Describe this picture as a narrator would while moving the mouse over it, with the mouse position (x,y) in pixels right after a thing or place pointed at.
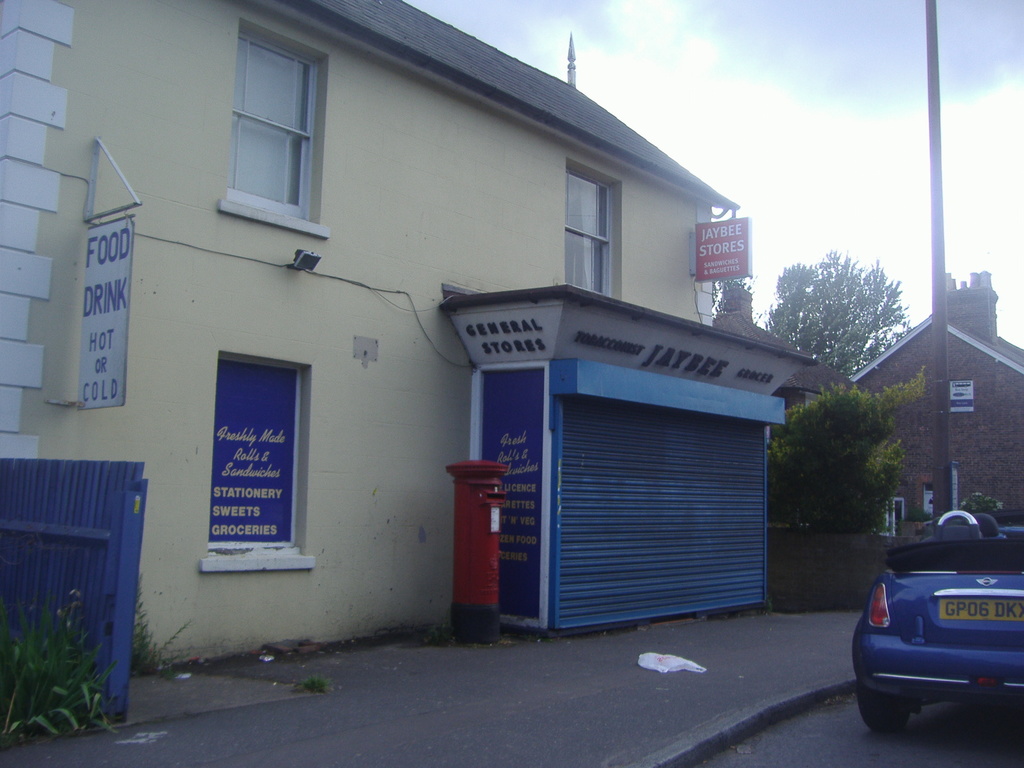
In this picture we see a closed store (782,422) a house (933,469) and few trees (824,408) and a cloudy sky (962,129) and a pole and a parked car (1017,686).
